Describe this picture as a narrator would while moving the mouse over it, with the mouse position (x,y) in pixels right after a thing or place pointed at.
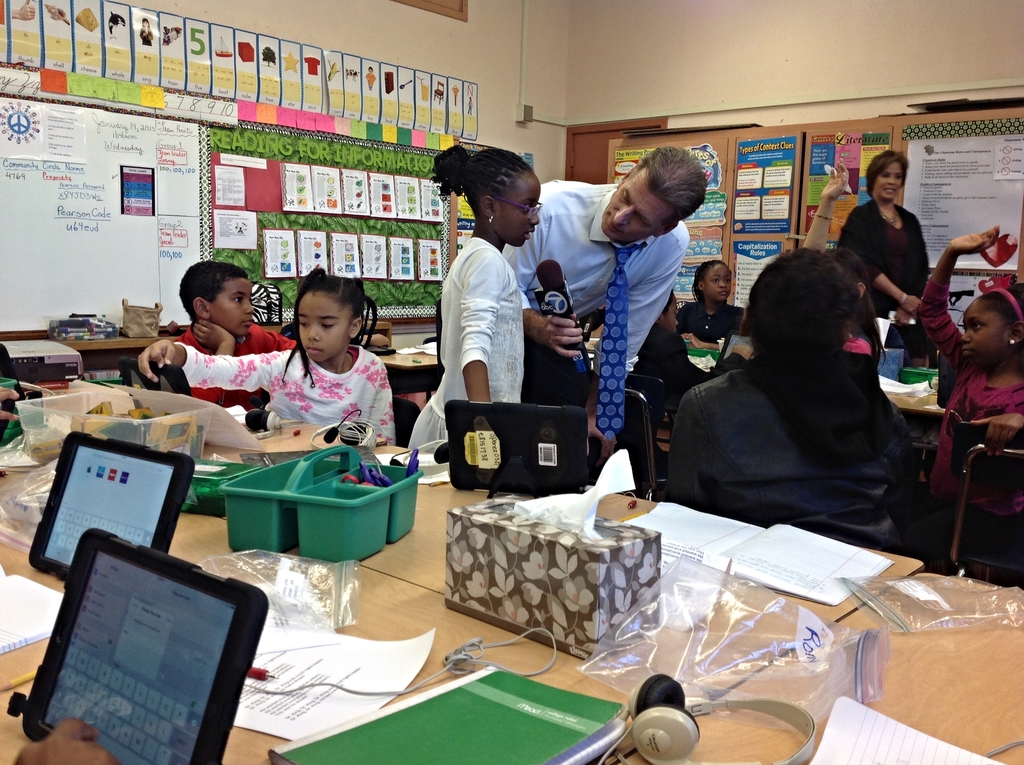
On the left side (175,584), there are laptops (162,578), books (748,541), a basket (345,466), boxes (624,579), headset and other objects (743,587) placed on the tables (999,637). On the right side (686,486), there are children (949,436) sitting on chairs (954,450), a person (635,223) in a white color shirt (604,256), holding a mic (579,346). Beside him, there is a girl (485,322) in a white color dress (486,318), speaking. In the background (882,213), there is a woman (882,235) smiling and standing, there are posters (419,187) pasted on the walls (869,107) and there are papers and other objects (900,359) placed on the tables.
